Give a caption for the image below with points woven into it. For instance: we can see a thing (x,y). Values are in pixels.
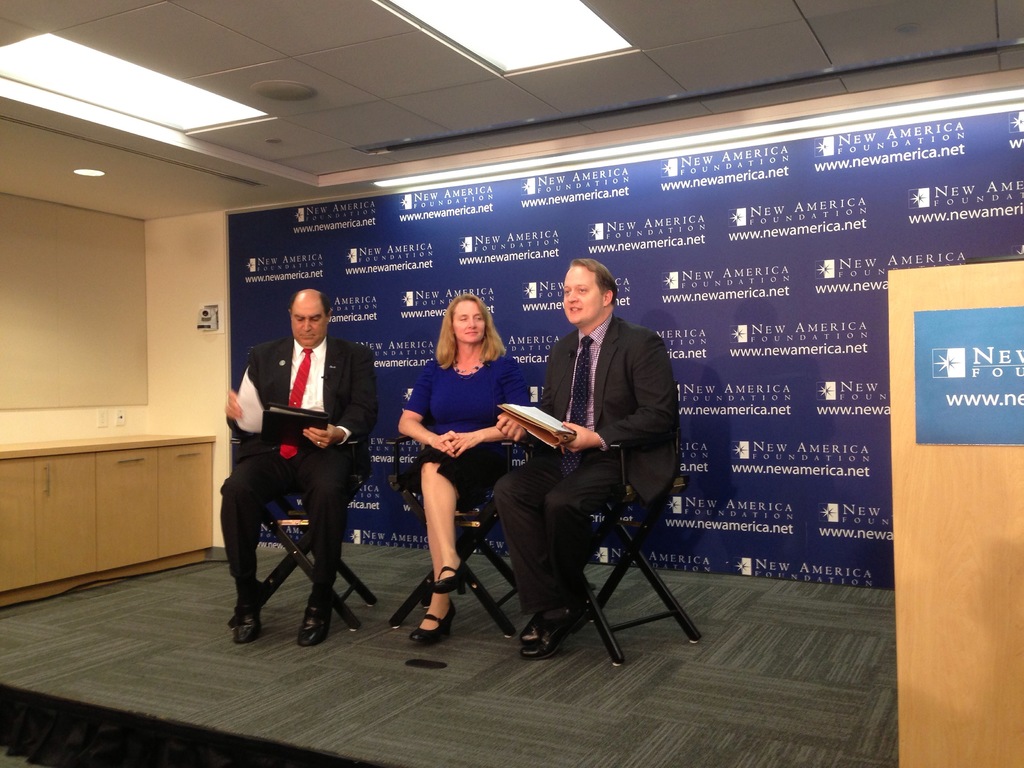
In this image I can see three people (622,335) sitting two men (568,316) and a woman (466,325) and I can see a wall (975,147) with some text (454,214) behind them and I can see a false ceiling (316,70) with some lights (470,36) at the top of the image (137,177) and I can see a wooden cupboard (87,493) on the left side of the image (96,479).
